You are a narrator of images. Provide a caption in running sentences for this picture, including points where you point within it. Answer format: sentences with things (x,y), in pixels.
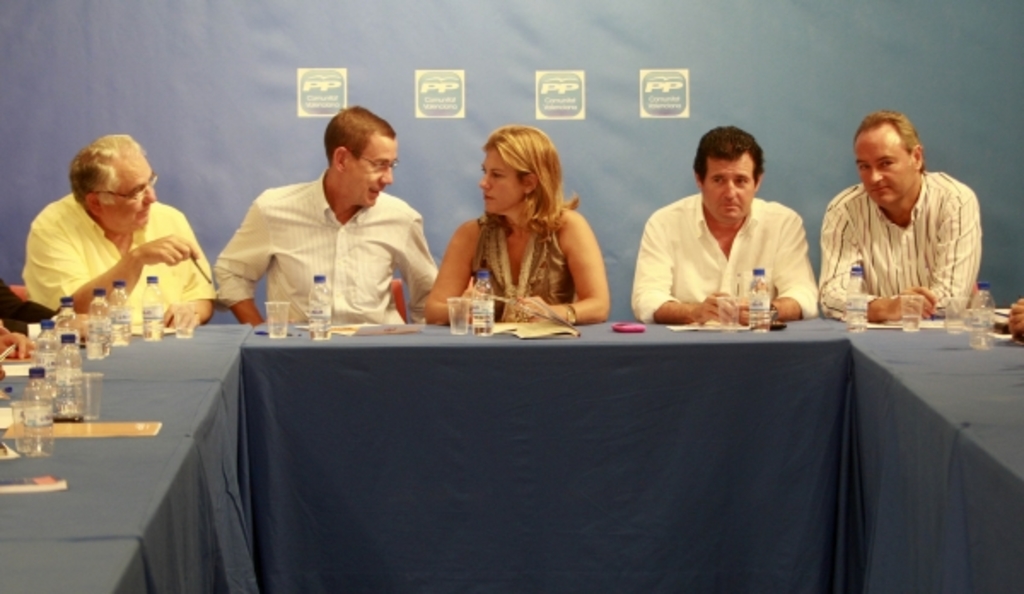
In this image we can see five people (90,218) are sitting on the chairs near the table (293,330). There are many glasses (273,312) and bottles (120,345) on the table (248,369).
